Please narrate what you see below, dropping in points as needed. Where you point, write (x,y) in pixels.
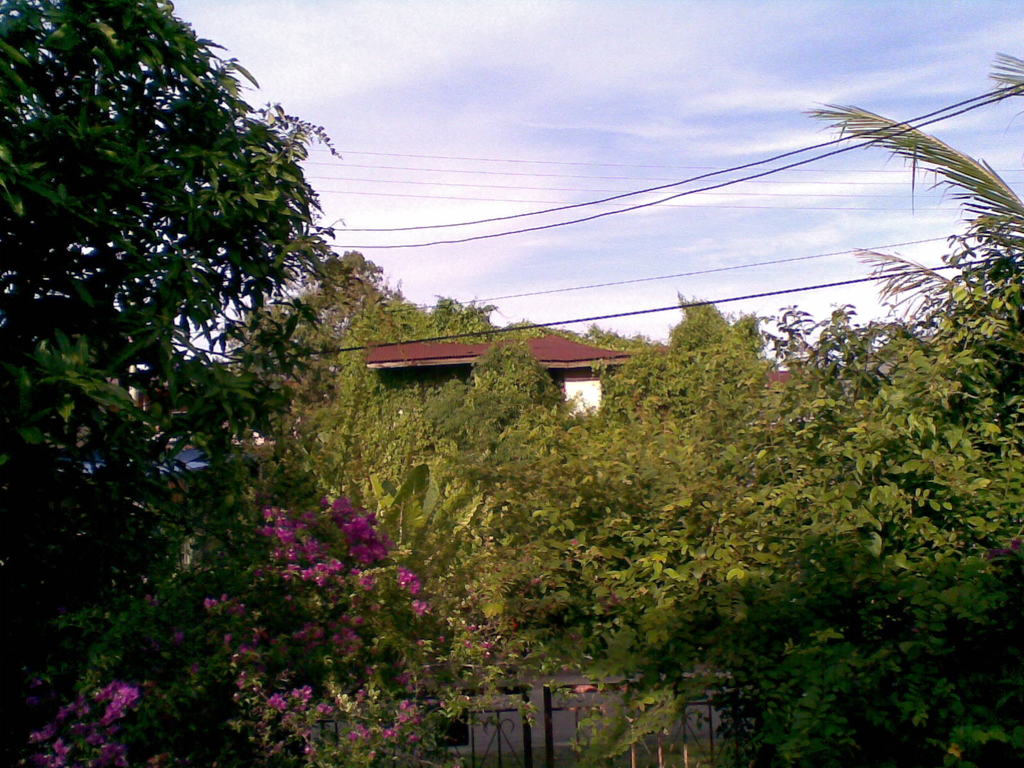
In this image I can see the pink color flowers (360,571) to the plants (495,549). In-between these plants (483,550) and trees (483,550) I can see the house (592,398). In the background (487,169) I can see the clouds (454,208) and the sky (688,115).
